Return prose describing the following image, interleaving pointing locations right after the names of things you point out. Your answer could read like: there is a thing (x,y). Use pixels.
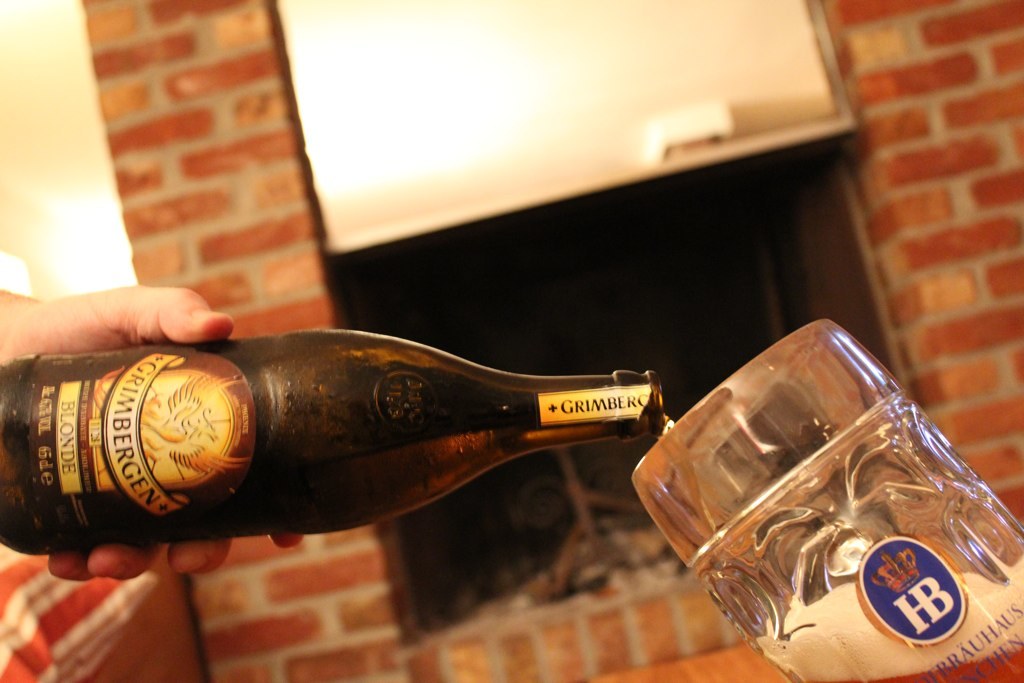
In this image we can see a person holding a beverage bottle (324,424) and pouring it into the glass tumbler (843,504). In the background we can see walls (300,172) built with bricks (243,296).
